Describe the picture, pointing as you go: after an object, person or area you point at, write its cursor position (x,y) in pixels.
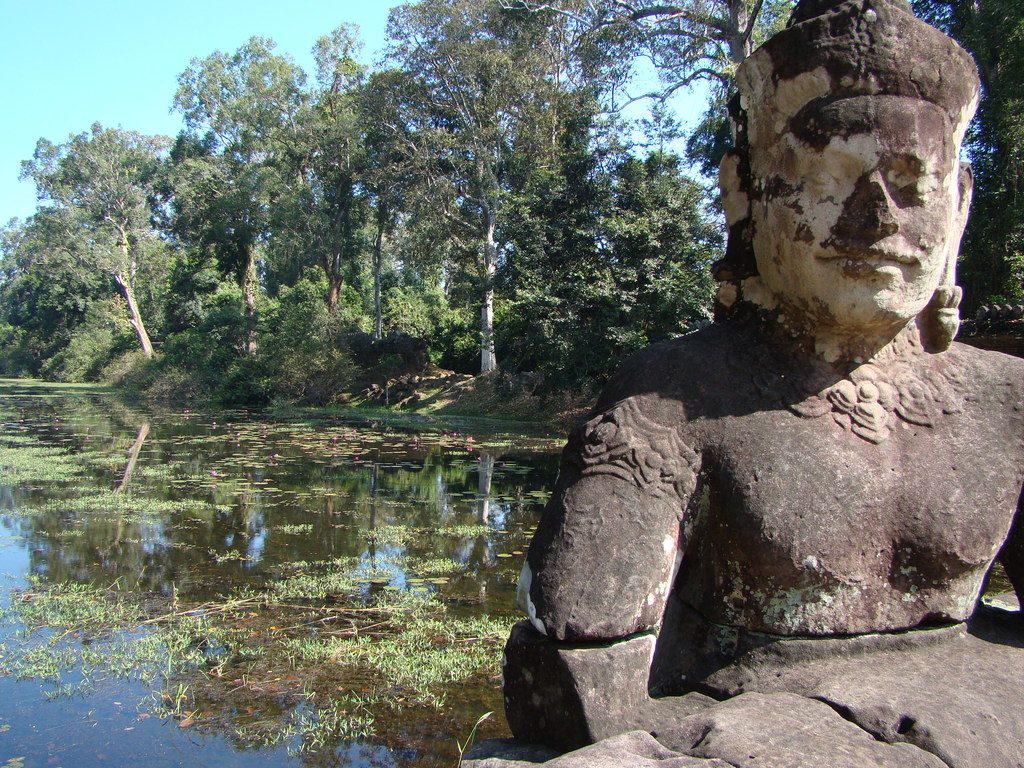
This image is taken outdoors. At the top of the image (67,90) there is the sky (95,73). In the background (283,360) there are many trees (545,343) and plants (301,322) with leaves (654,212), stems (118,282) and branches (576,138). On the left side of the image (264,602) there is a pond (43,705) with water (162,701). There is an algae (113,627) in the pond (265,627). On the right side of the image (757,559) there is a sculpture (750,345).
